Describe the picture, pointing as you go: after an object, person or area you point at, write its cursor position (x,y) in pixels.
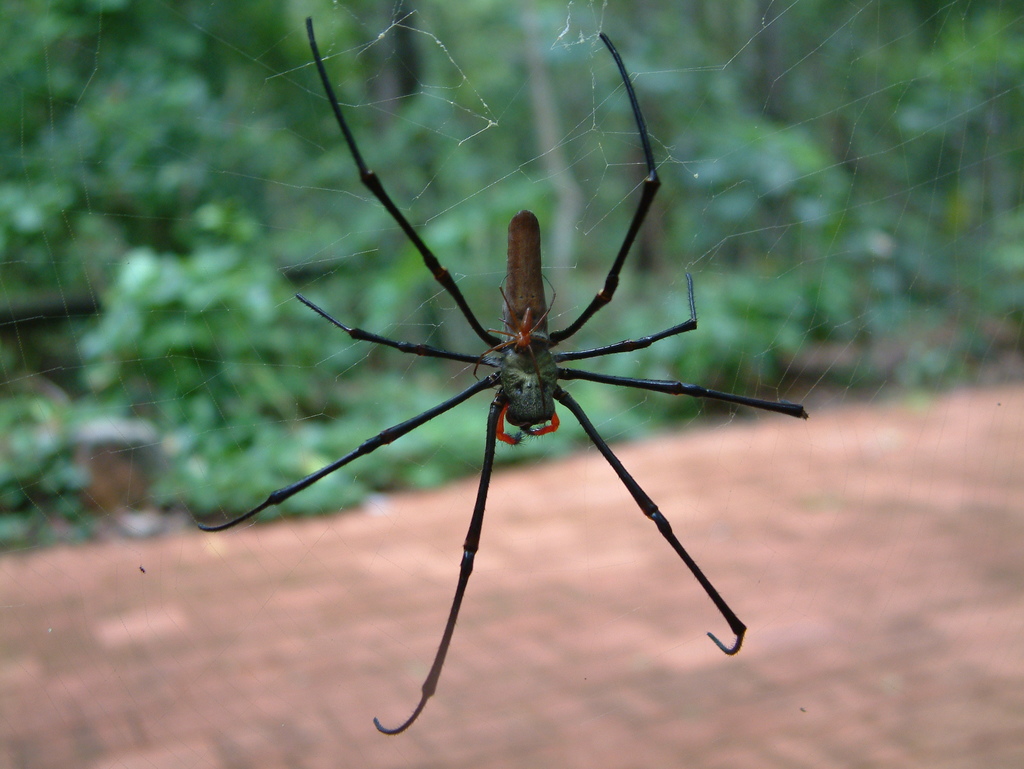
In this picture, we see a spider (535,262) which is building its web (453,204). At the bottom (463,699), we see the pavement (557,676). In the background (488,321), we see the plants (466,212) and trees (759,78). This picture is blurred in the background (900,200).
